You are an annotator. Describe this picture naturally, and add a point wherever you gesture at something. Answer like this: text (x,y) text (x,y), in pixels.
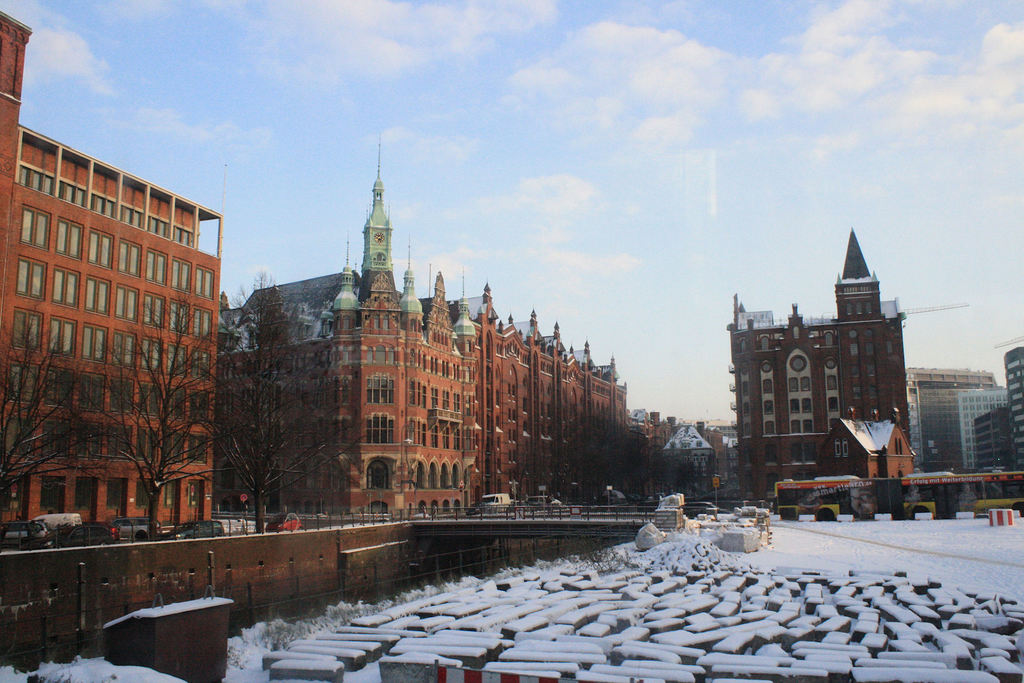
In this image we can see snow (706,601) on the ground (770,612). There is a bridge (578,520) with railings (541,510). Also there are trees (239,442) and vehicles (611,499). In the background (430,358) we can see buildings (372,401) with windows (831,403). And there is sky (623,145) with clouds (583,107).
